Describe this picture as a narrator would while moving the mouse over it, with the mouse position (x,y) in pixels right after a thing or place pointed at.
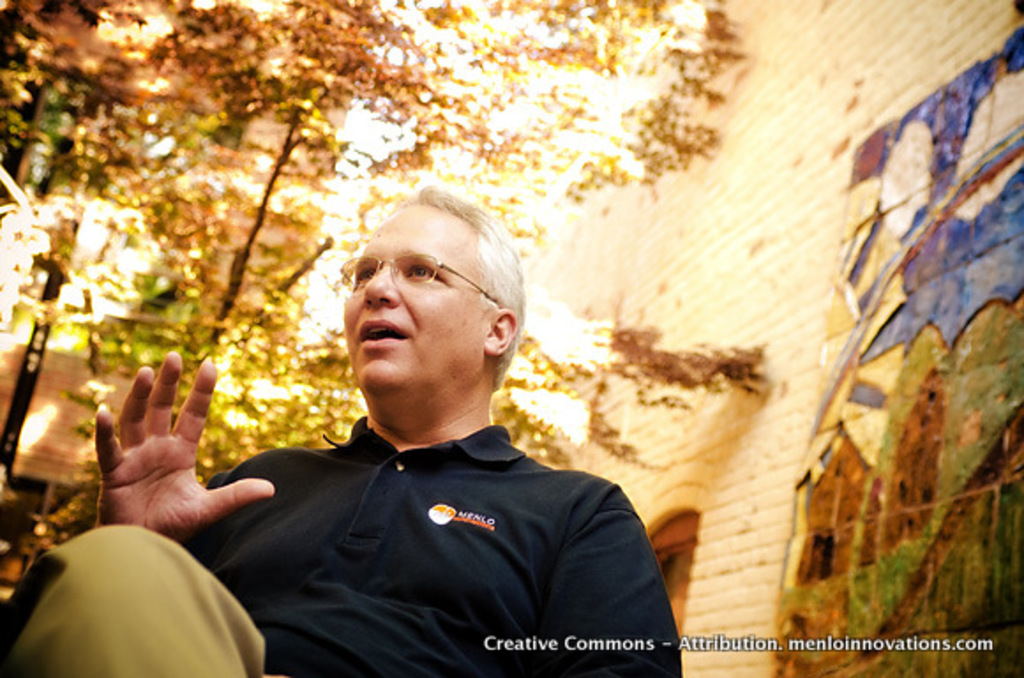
In this picture I can see a man (415,540) is talking, at the bottom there is the text (738,650), on the right side (925,536), it looks like a building (784,306). On the left side (170,108) I can see few trees (270,228).
